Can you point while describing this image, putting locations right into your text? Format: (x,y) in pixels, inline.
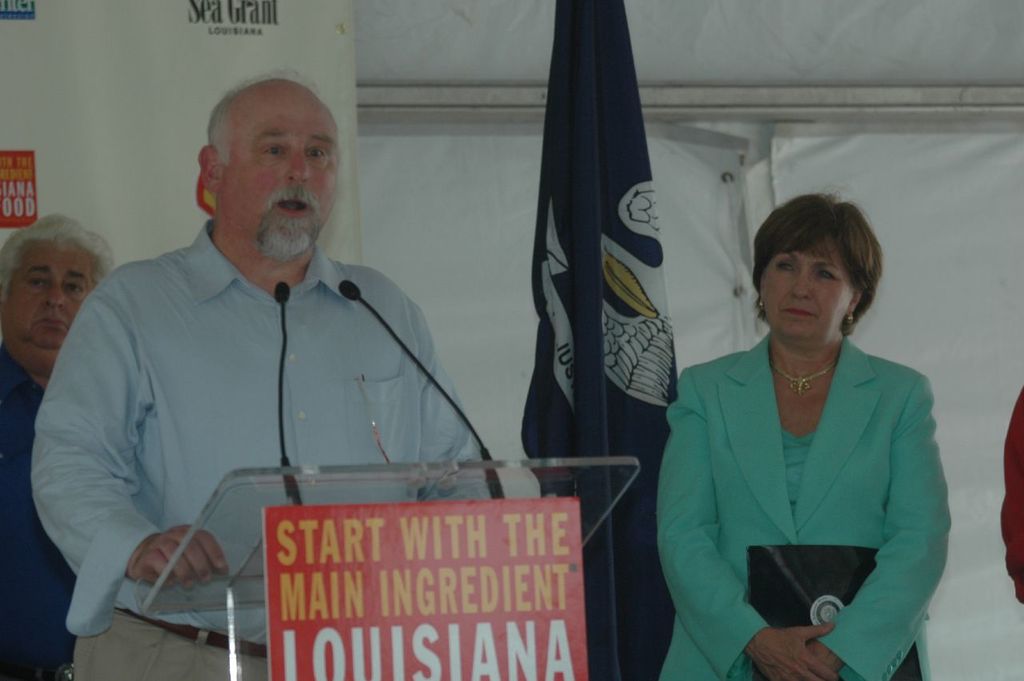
In this image we can see two men (202,363) and one women (738,422) are standing. One man (272,413) is wearing blue color shirt (217,362) with pant (152,665) and the other man (24,375) is wearing dark blue color shirt (30,603). The woman (715,600) is wearing green color top (794,486) with coat (850,496) and holding black color thing (795,596) in her hand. Beside the woman (696,414), we can see a flag (575,363). In front of the man (208,348), we can see podium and mic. We can see a banner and white color wall (451,366) in the background (787,46).
